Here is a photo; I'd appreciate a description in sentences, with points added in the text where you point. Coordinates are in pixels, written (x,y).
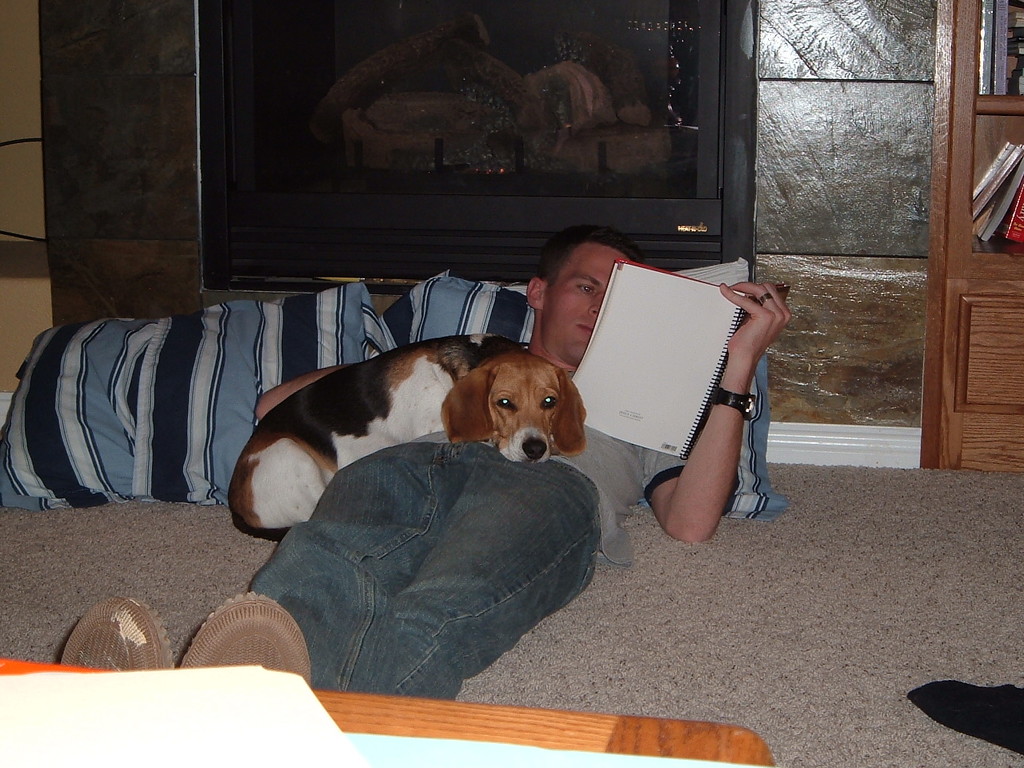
This picture is clicked inside the room (545,509). In this picture, we see a man (606,485) in grey T-shirt (607,480) is lying on the floor (630,588). He is holding a book (676,416) in his hand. I think he is reading the book (582,387). Beside him, we see a dog (307,444). At the bottom of the picture (456,709), we see a table (344,706) on which papers (276,737) are placed. On the right side (978,289), we see a rack (983,288) in which books (991,75) are placed. Beside that, we see a wall (850,212). Behind him, we see pillows (435,331) and a fireplace (344,154).
